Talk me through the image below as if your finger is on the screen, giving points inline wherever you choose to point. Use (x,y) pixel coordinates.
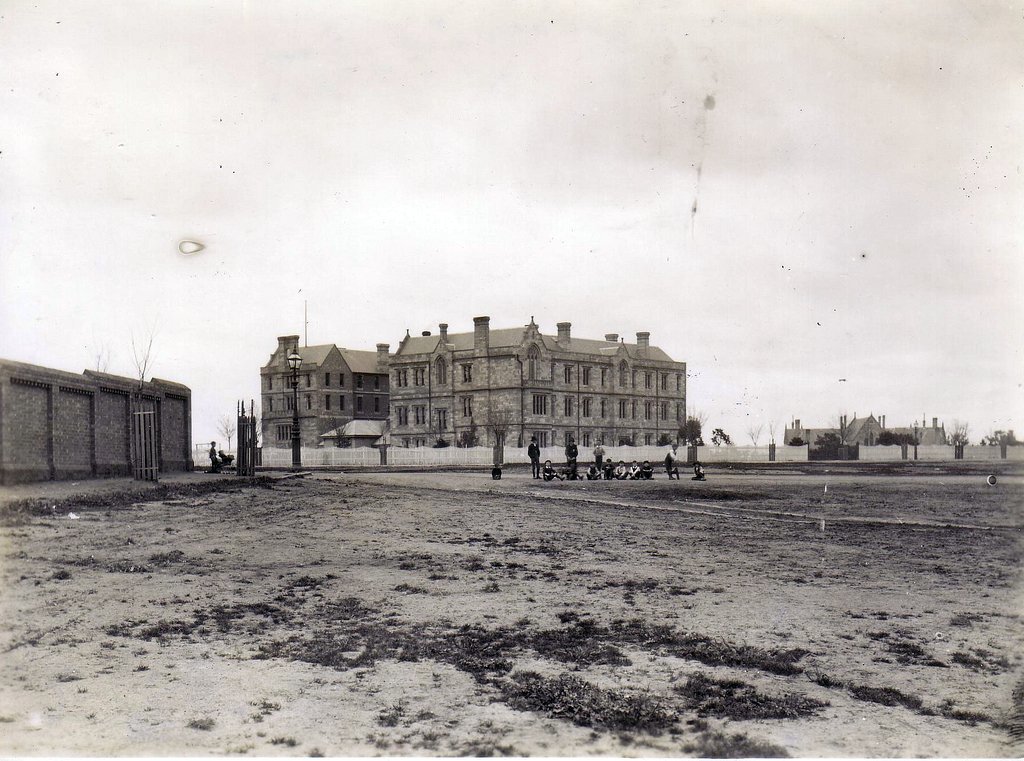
In this picture we see people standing on the road (797,566). There are many houses (503,346), trees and poles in the background (575,415).
